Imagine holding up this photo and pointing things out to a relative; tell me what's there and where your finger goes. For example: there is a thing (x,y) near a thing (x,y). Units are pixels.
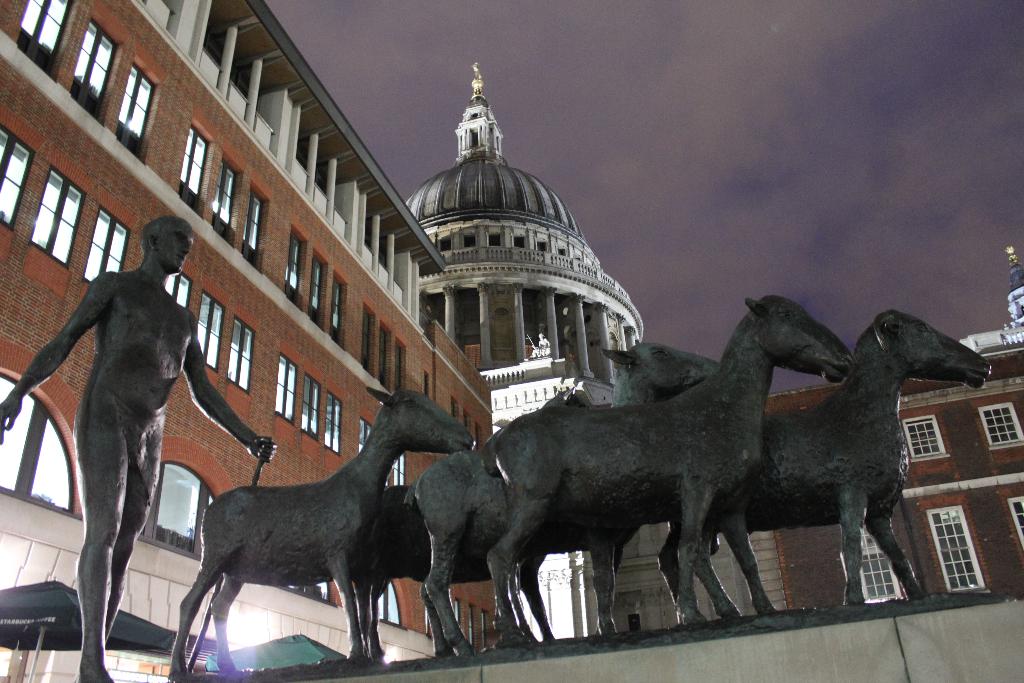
In this picture I can see statue (416,494) in the foreground (433,479). I can see buildings (354,326) in the background (515,339). I can see dome (476,216) at the top of the building (513,218). I can see cloudy sky (720,133).
